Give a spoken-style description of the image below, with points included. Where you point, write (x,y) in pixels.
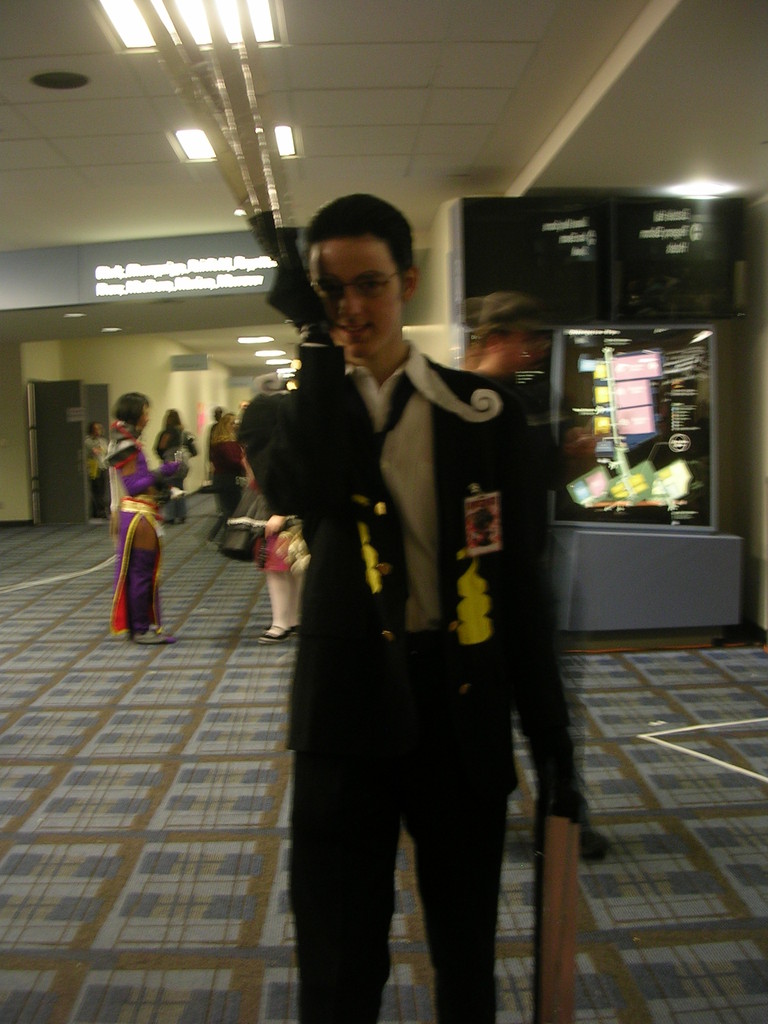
In this image there is a person (329,302) standing and holding objects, and in the background (236,740) there are group of people (175,416) standing, carpet (119,951), lights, doors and some other items (696,517).
